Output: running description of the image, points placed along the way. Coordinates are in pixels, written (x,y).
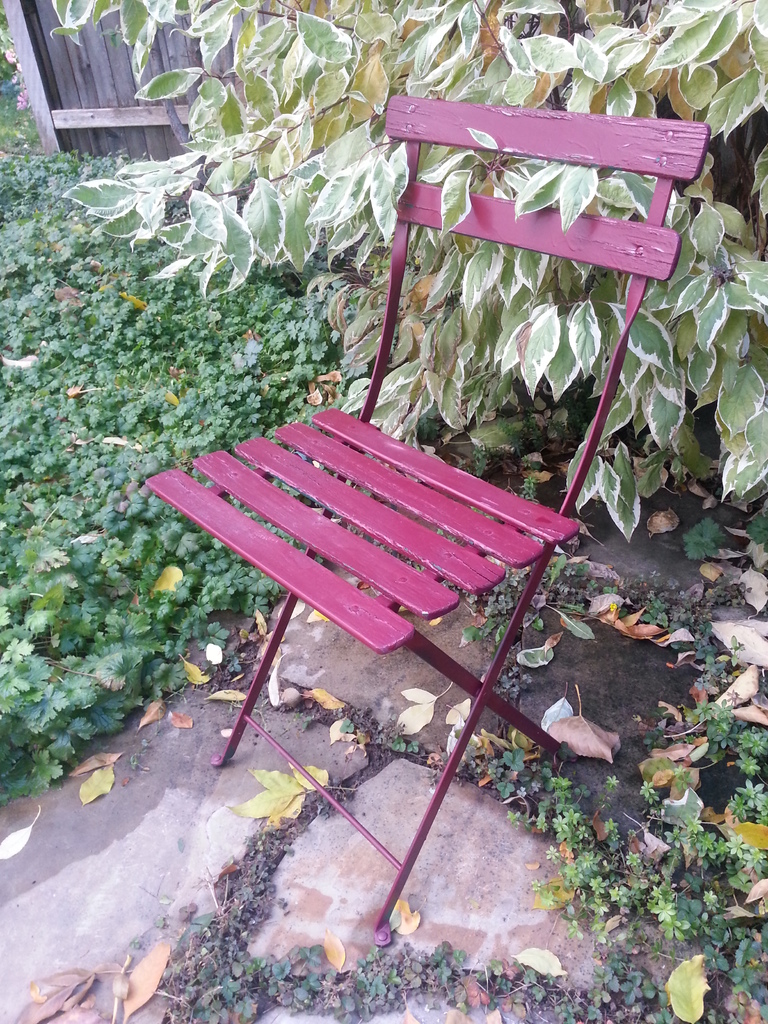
In this image there is plant (601,185) truncated towards the right of the image (584,263), there is a chair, there are plants (114,416) truncated towards the left of the image (113,614), there is a wooden wall (124,61) truncated.
